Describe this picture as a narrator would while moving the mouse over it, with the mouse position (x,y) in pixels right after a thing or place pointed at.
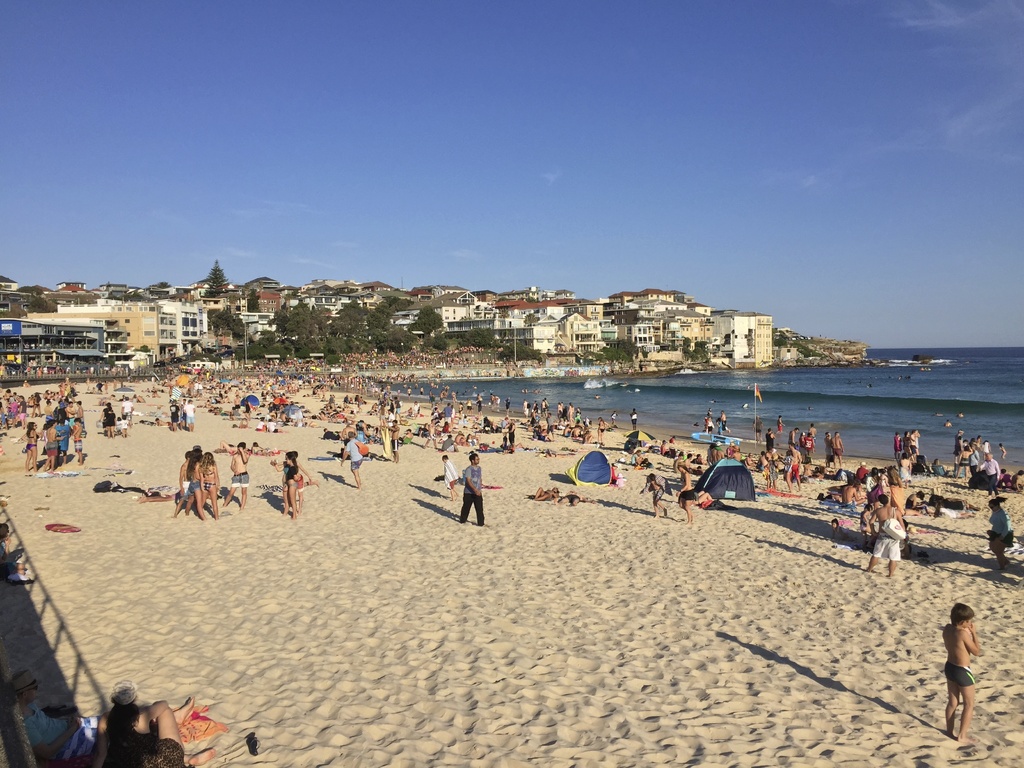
This picture is clicked outside. In the center (548,432) we can see the group of persons (109,422) and there are some objects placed on the ground (166,452) and we can see the tents (711,472). On the right (699,426) there is a water body (617,379). In the background (307,108) there is a sky (86,264) and we can see the buildings (87,293) and trees (388,328).
